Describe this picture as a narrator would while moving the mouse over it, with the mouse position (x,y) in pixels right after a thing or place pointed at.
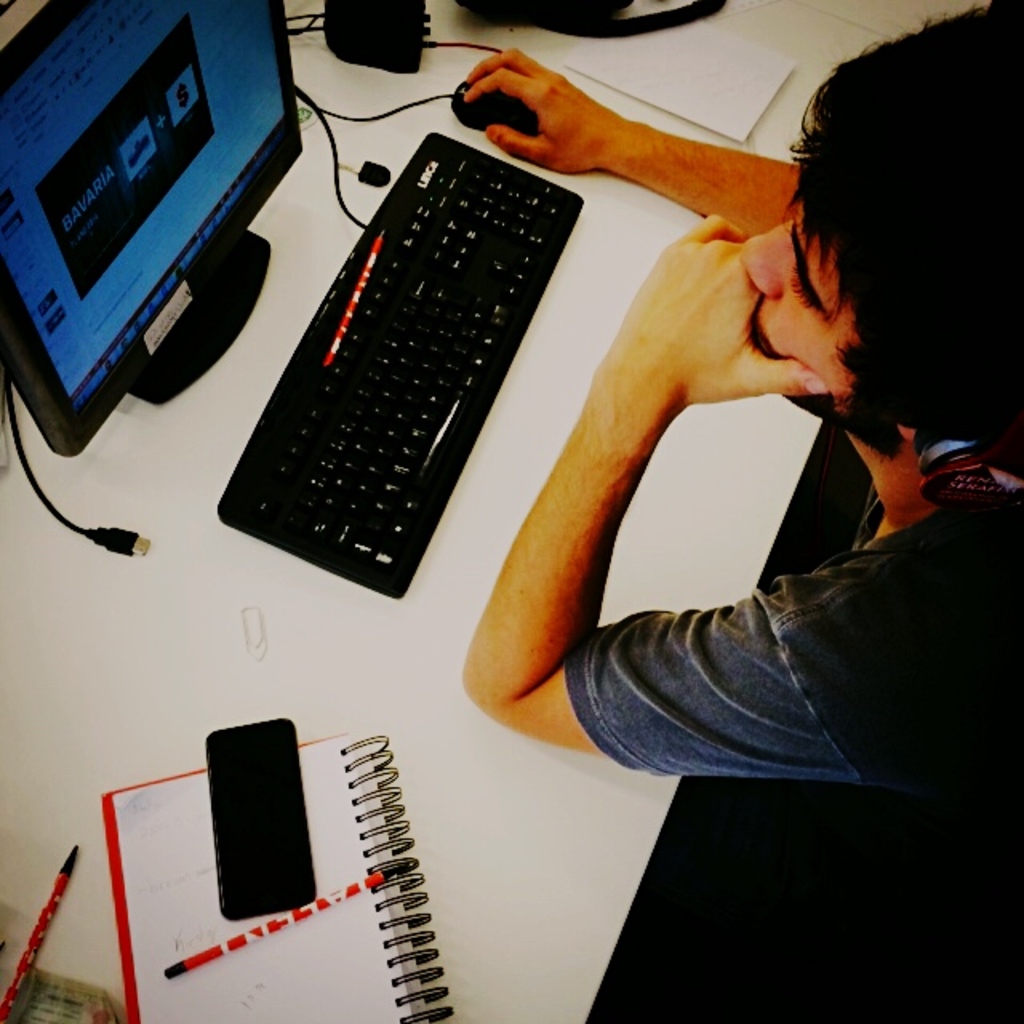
In this picture there is a man (880,532) sitting in the chair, wearing a headset (947,498) in front of a computer (179,277) and a keyboard (302,449) on, which were placed on the table (423,598). On the table (661,242) there is a paper (665,53), book (343,791), mobile (288,881) and pen (253,930) here.
